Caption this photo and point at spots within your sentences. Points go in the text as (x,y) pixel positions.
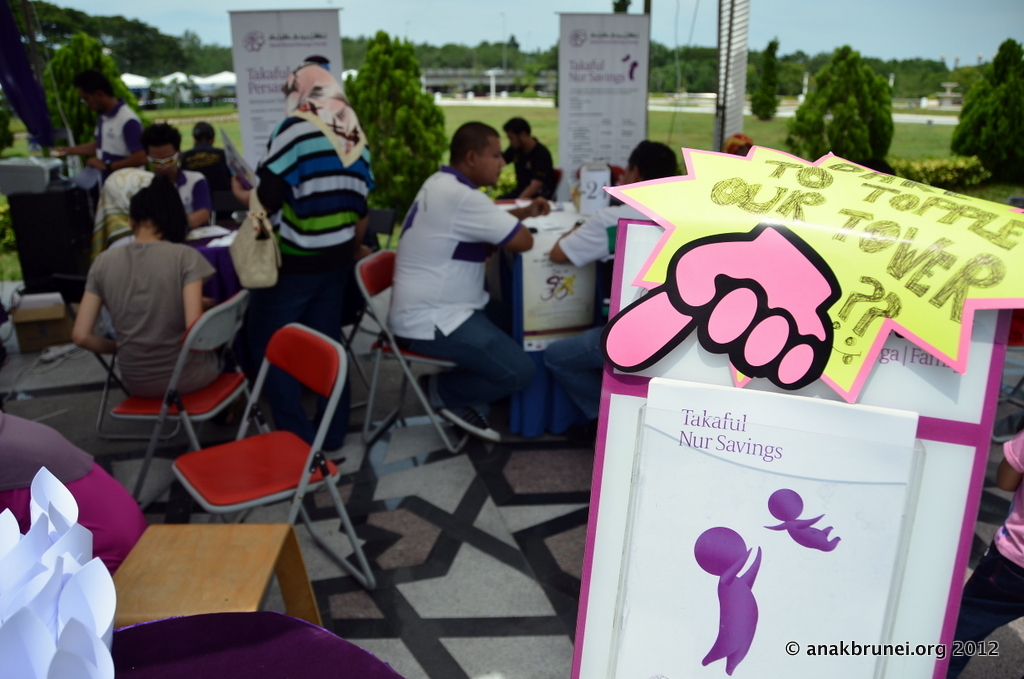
In this picture we can see persons (148,151) sitting on chair (181,404) and two persons (131,125) standing and in front of them we can see some poster (603,342) with some signs (722,561) in it and in the background (334,38) we can see banner (567,122), grass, trees (465,52), bridge (447,77), sky (188,25).
